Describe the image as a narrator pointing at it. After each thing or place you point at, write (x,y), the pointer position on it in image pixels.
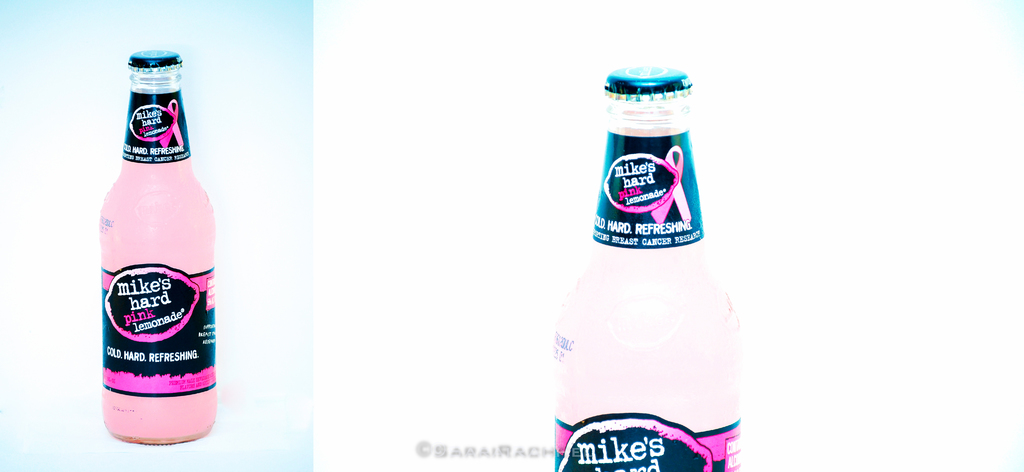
As we can see in the image, there are two bottles (163,211).
